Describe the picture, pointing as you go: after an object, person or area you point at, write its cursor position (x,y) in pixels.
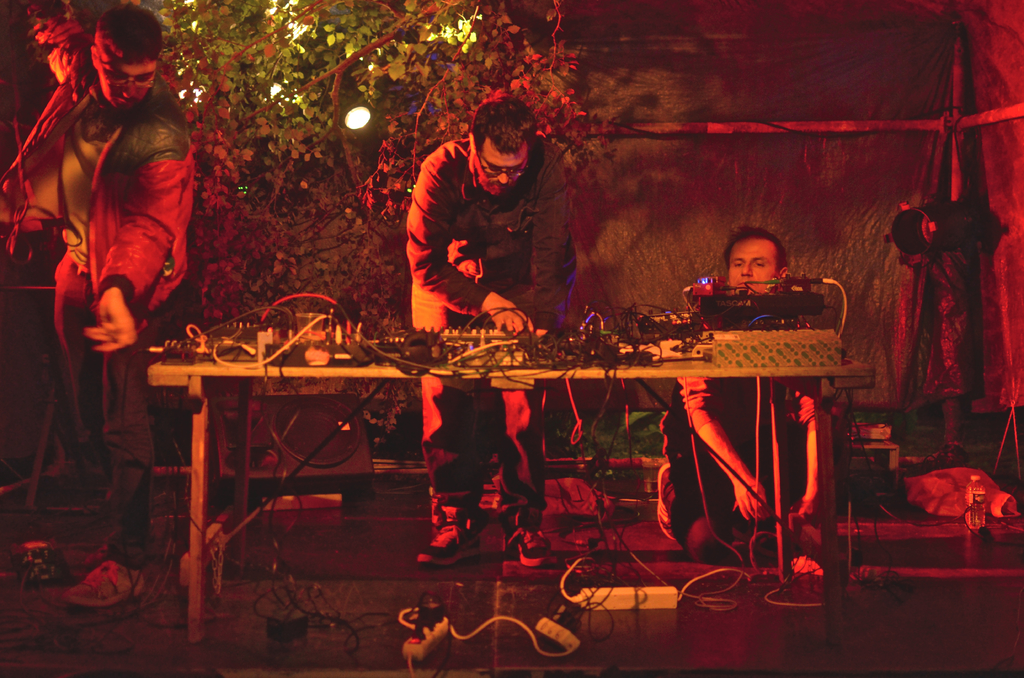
In this image we can see a table (204,375) on which we can see some electrical objects (182,355) and we can also see people (114,147), light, plant (399,132) and wall (657,97).
